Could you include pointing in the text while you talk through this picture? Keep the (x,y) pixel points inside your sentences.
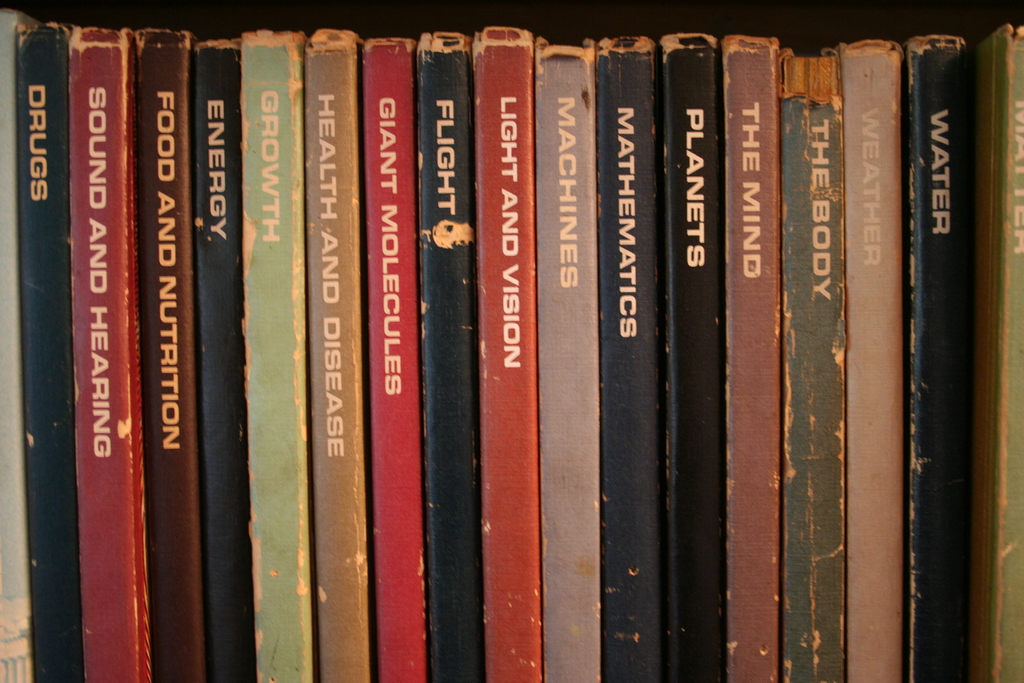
In this picture I can see the books (383,531).
